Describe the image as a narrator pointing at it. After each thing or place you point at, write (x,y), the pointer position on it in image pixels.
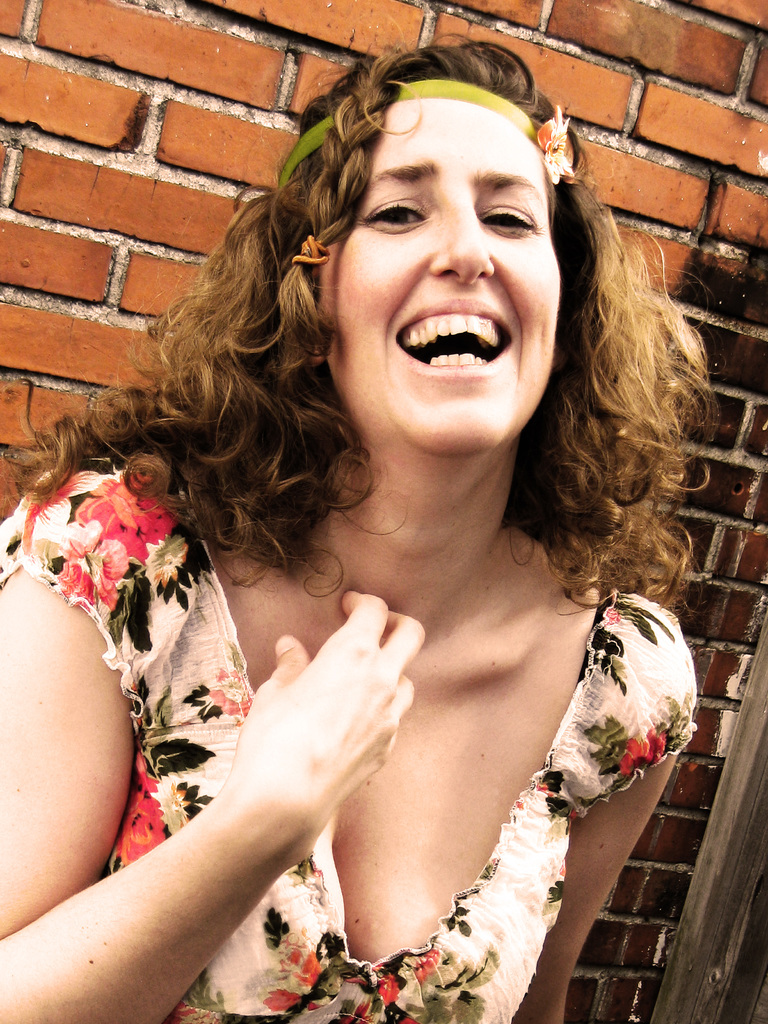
In the center of the image (397,395) there is a woman (357,383). In the background (265,69) there is wall (137,39).
